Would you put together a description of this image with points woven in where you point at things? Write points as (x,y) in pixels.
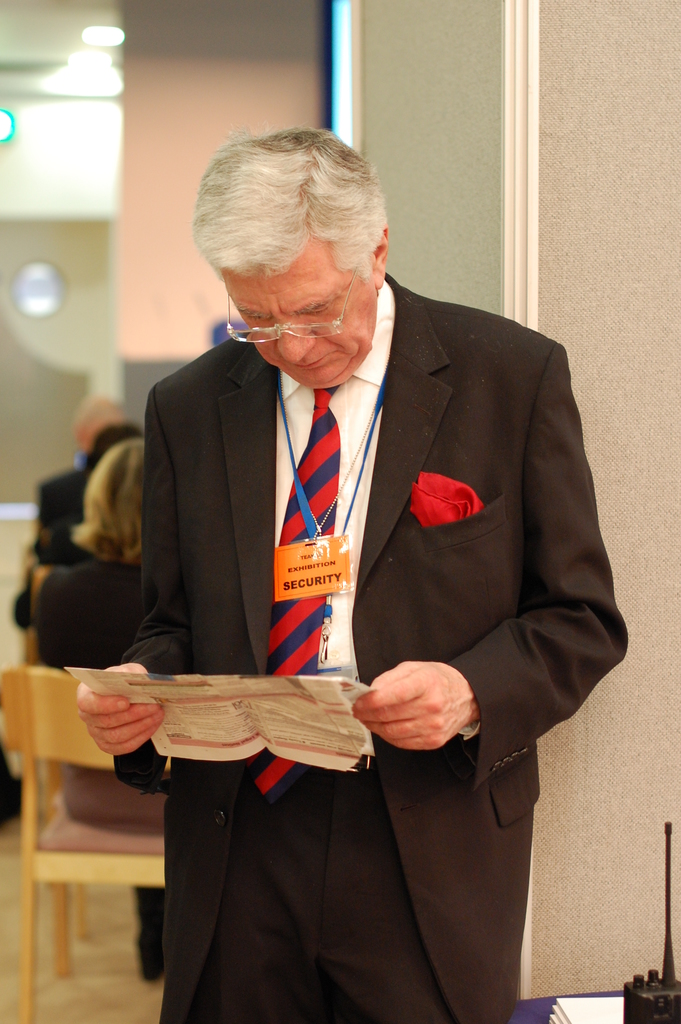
In this image I can see a man (385,432) wearing a suit (486,439), standing, holding a paper (263,690) in the hand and looking at the paper (257,700). In the background (69,555) there are two persons (57,630) sitting on the chairs (64,839). Beside this man (489,996) there is a table (542,1012) on which few objects (617,1015) are placed. On the right side (632,393), I can see the wall (607,343). At the top of the image (89,57) there are few lights (95,60).
